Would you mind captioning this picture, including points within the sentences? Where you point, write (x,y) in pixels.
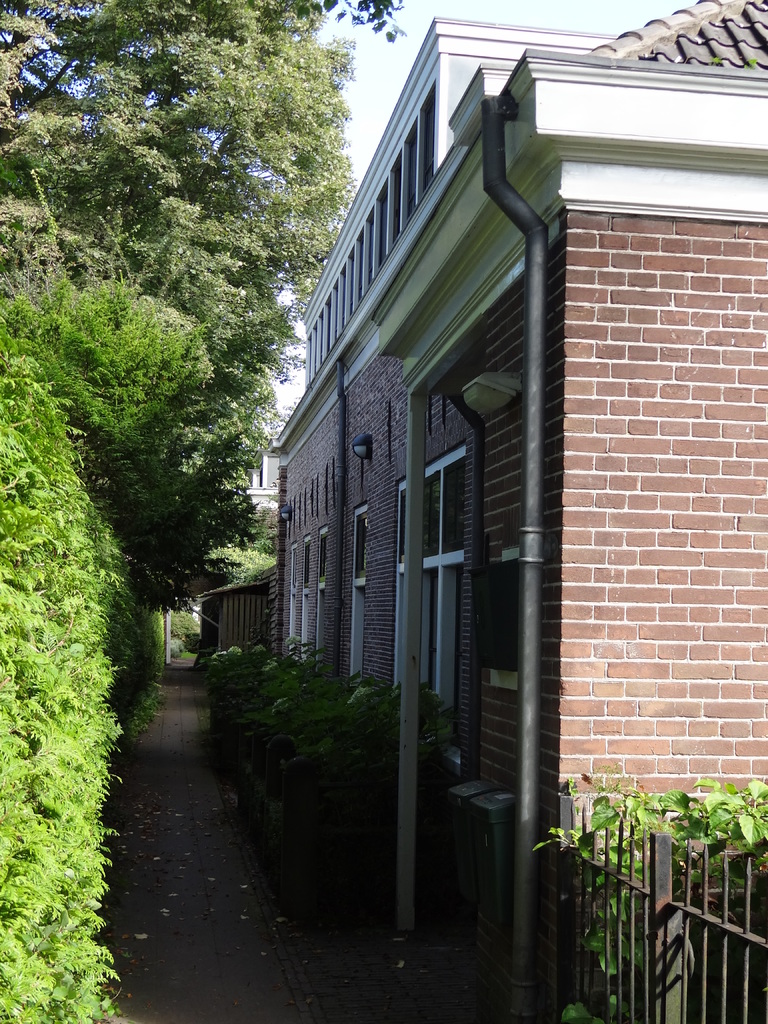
In the image in the center (277,427) we can see trees (99,218), plants (60,468), grass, poles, windows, building (622,93), roof (656,45), wall (593,728), fence (699,916) etc. In the background (481,3) we can see the sky (466,18) and clouds (466,18).
